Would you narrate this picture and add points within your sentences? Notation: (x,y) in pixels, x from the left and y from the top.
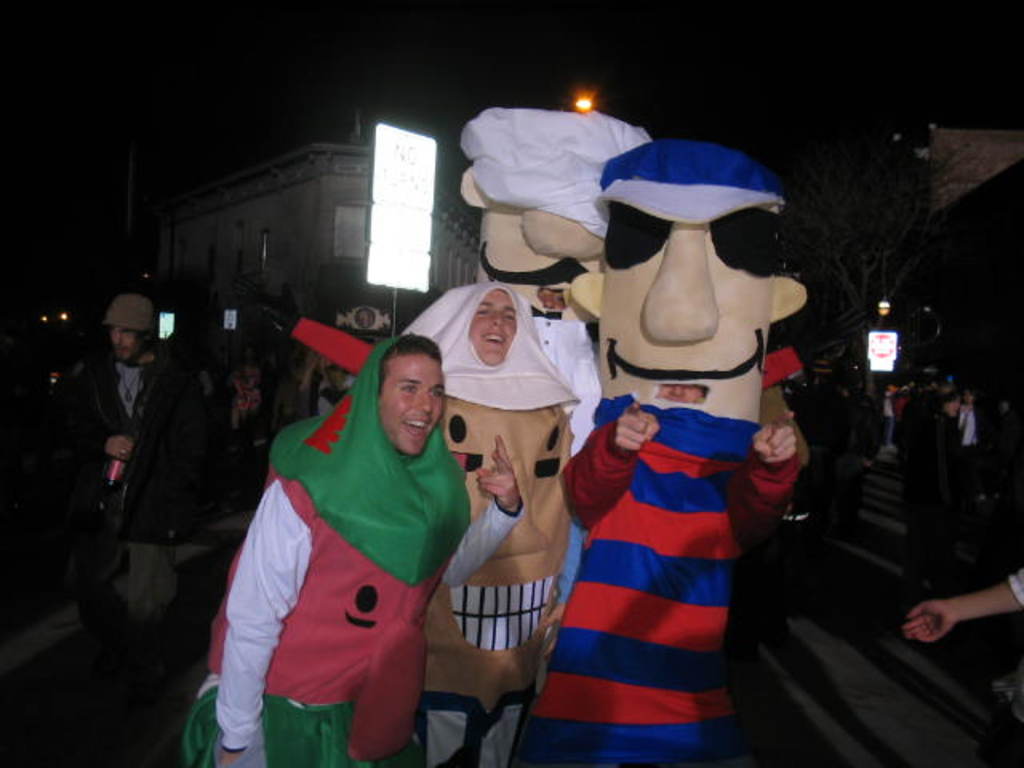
In this image, we can see people (729,261) and some are wearing costumes (638,359) and there is a man (164,401) wearing a cap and holding an object (122,461). In the background (411,244), there are boards (411,219), lights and we can see buildings (345,241) and trees (865,243). At the bottom (838,711), there is a road (832,661).
